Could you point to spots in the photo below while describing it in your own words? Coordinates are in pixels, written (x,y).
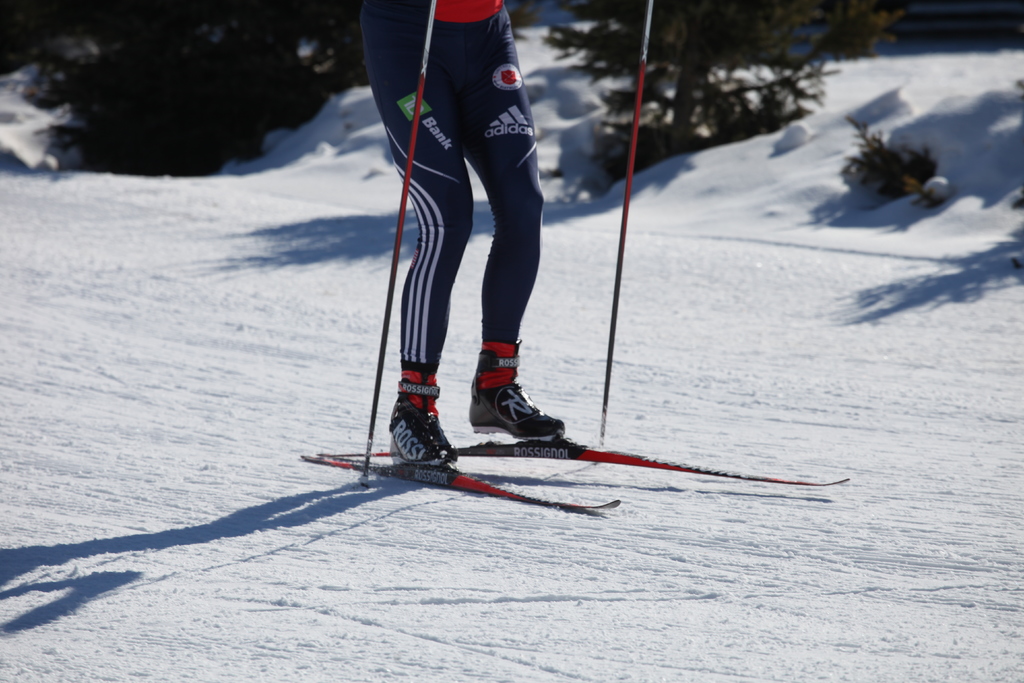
In this picture we can see a person (404,128), sticks (425,60), snow (271,275) and this person (401,57) wore shoes (511,410) and standing on skis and in the background (261,4) we can see plants (759,101).
